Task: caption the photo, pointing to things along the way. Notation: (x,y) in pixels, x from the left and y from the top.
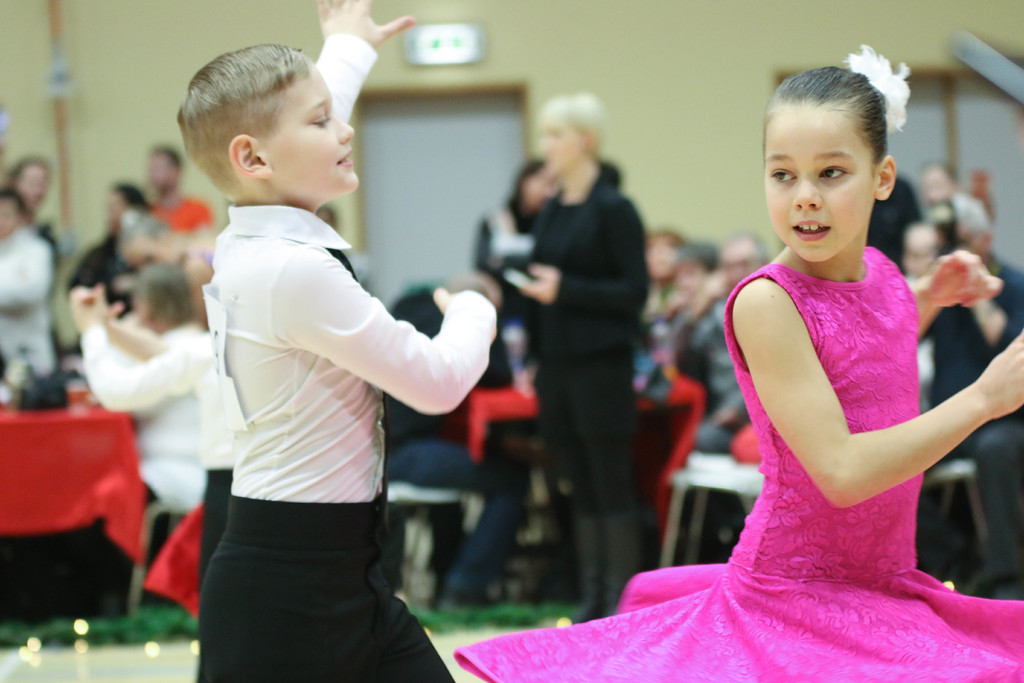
In front of the picture, we see the boy (375,442) in the white shirt (359,376) and the girl (802,483) in the pink dress (895,560) are performing on the stage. In the middle of the picture (577,407), we see the woman (588,488) is standing. Beside her, we see people (439,417) are sitting on the chairs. In front of them, we see the tables (103,424) which are covered with the red color sheets (95,465). In the background (111,271), we see the people (135,257) are standing. Behind them, we see the wall (668,84), door (1001,118) and windows (943,87). This picture is blurred in the background (959,96).
